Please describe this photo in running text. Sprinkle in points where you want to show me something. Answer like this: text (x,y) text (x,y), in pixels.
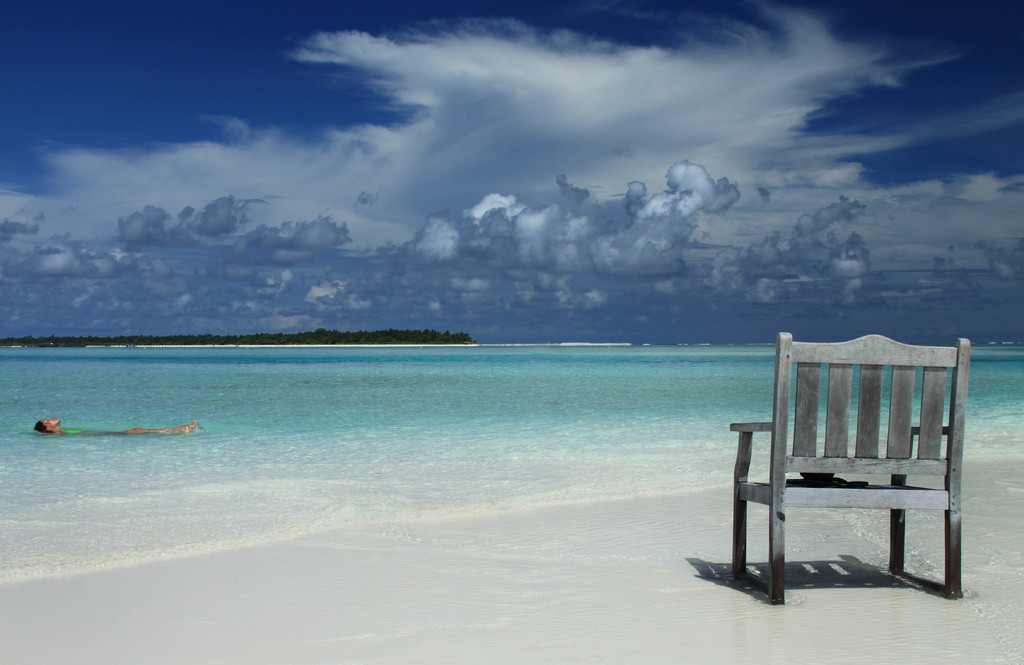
On the right side of the image (883,507), we can see a chair (822,501) on the sea shore (844,594). On the left side (163,433), we can see a person (130,431) is swimming in the water (216,450). Background (409,323) there are few trees (241,341) and cloudy sky (544,247).
